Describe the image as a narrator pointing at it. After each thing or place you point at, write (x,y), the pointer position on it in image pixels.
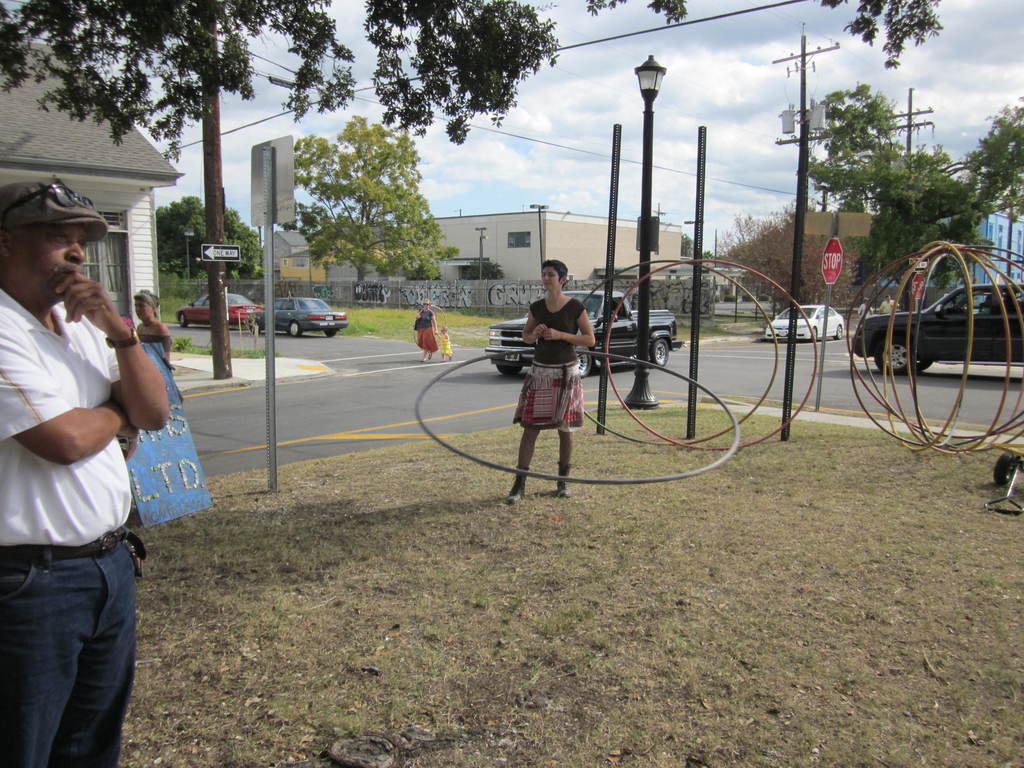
This picture shows buildings (16,146) and we see cars (955,345) and a mini truck (624,338) moving on the road (481,371) and few sign boards (920,264) on the sidewalk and we see few electric poles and a pole light (650,251). We see a woman (432,323) and a girl (442,343) crossing the road (354,359) and we see couple of woman (565,470) standing and we see metal rings (593,479) on the ground (738,580) and a man (123,358) standing on the side, He wore a cap (94,225) on his head (5,223) and we see grass (522,514) on the ground (360,318).
